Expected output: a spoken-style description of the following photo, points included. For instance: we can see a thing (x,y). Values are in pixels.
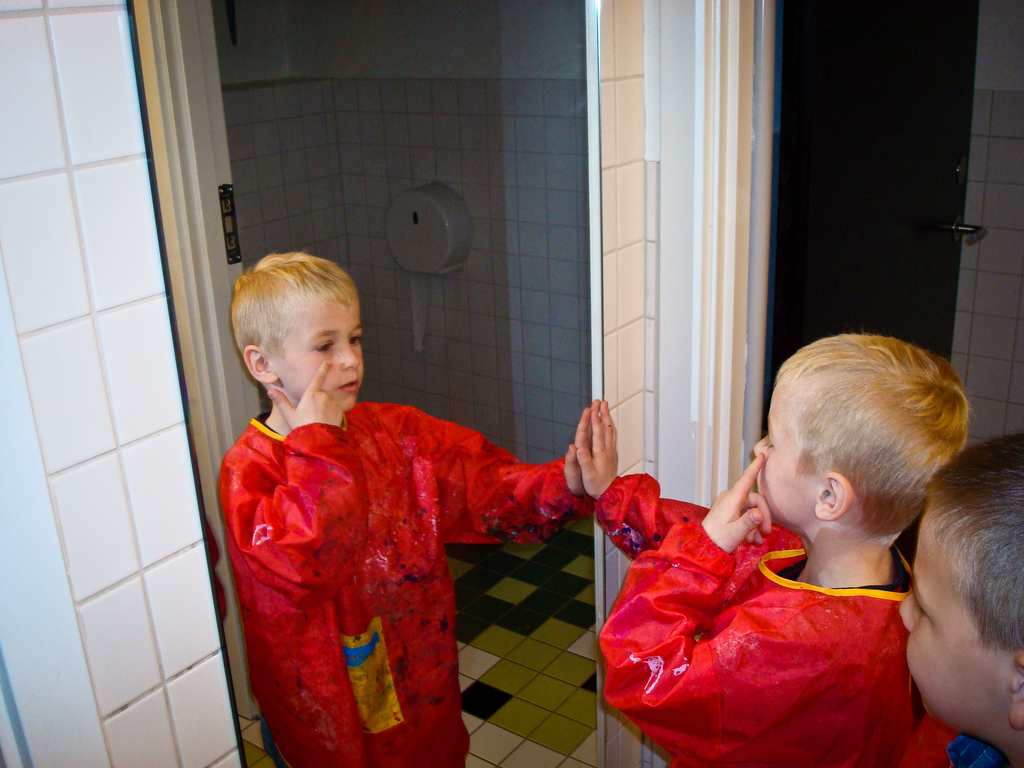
In this image we can see two children (628,589) standing in front of a mirror (578,595). We can also see a tissue roll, a door (865,282), wall (189,556) and the floor (560,608).
